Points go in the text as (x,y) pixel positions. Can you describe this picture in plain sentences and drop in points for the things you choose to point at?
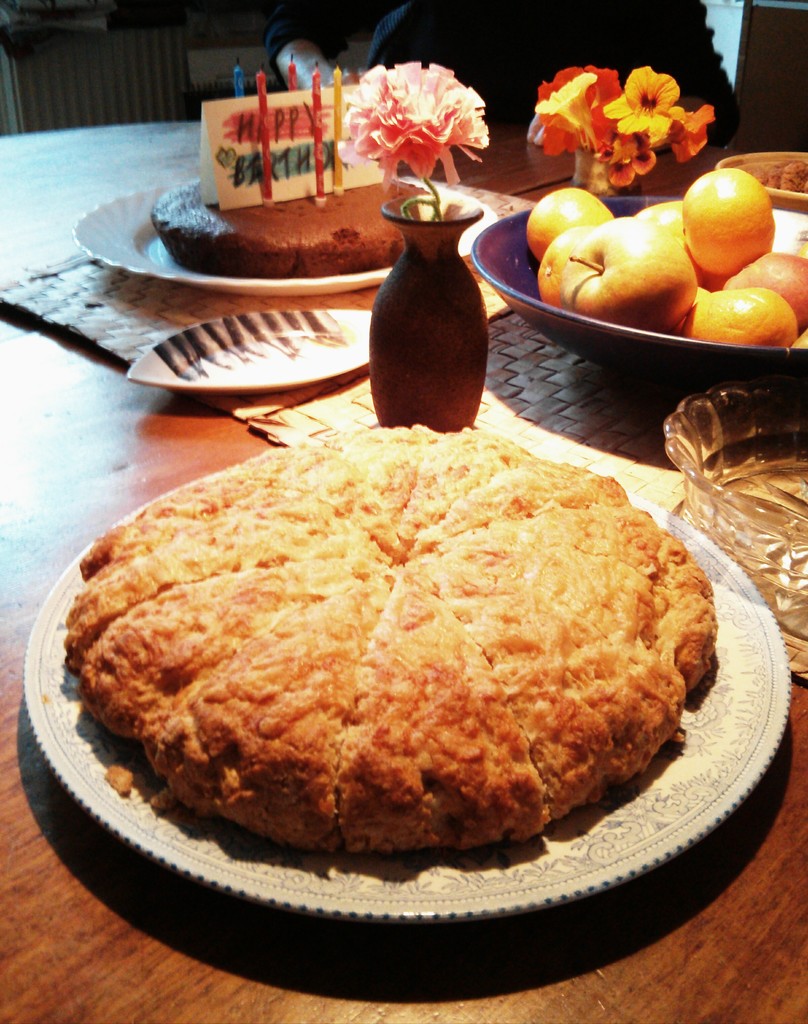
In this picture we can see some food (115,683), fruits (752,196), cake (291,220), candles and a card (256,150) on the plates (232,374). There are bowls (792,442), flower vases (398,158) and other objects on a wooden table (0,773). There is a person (483,83) in the background (489,8).
